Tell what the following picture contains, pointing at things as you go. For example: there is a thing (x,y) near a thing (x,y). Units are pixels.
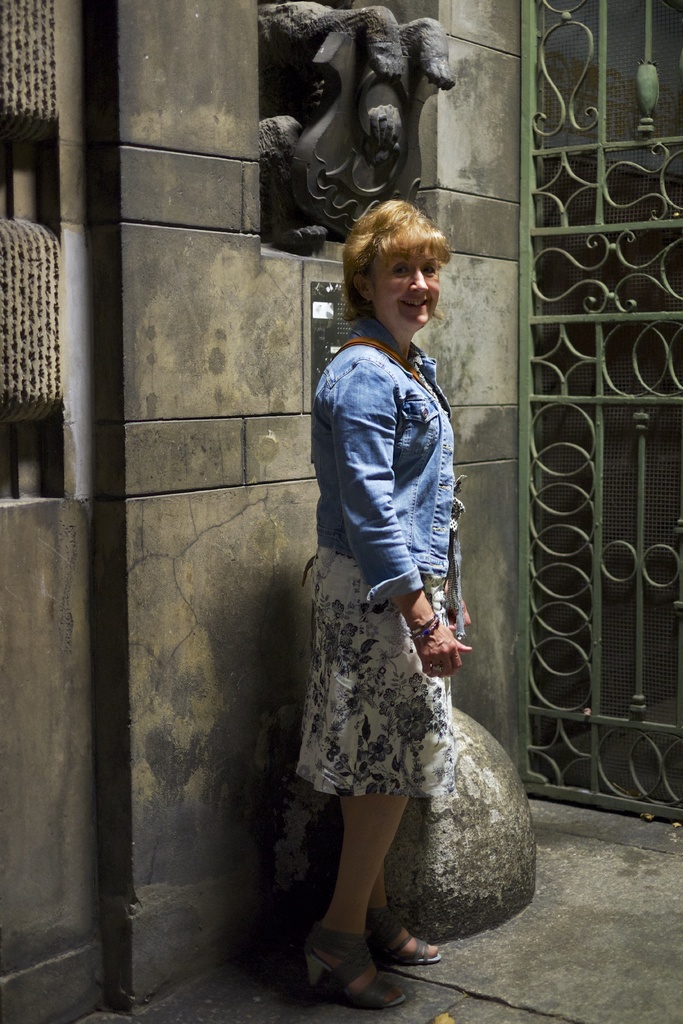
In this image there is a person (368,240) standing, there is a wall (190,374) behind the person (375,233), there is a sculpture (320,149) on the wall (257,254), there is a grill (600,331) truncated towards the right of the image (624,403).
